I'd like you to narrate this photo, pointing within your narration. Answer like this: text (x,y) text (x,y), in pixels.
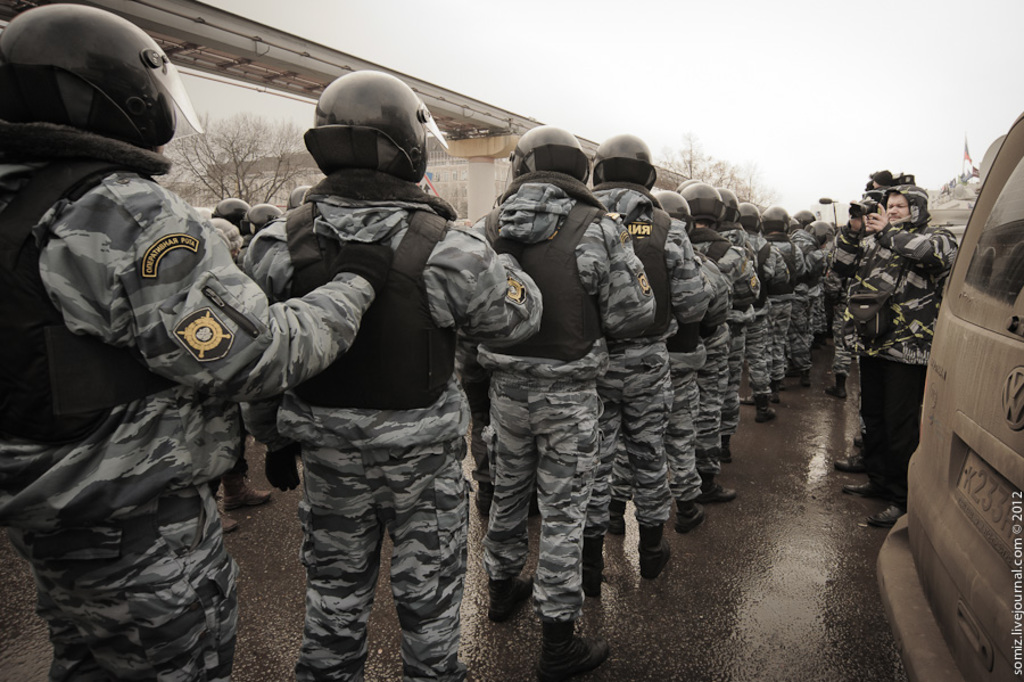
This image is taken outdoors. At the top of the image (696,92) there is the sky (774,130). At the bottom of the image (695,631) there is a road (791,538). In the background (469,156) there is a bridge (481,129) with pillars (481,156). There is a building (437,179) and there are a few trees (239,166). On the right side of the image (1001,391) a car (962,402) is parked on the road (866,613) and there is a flag (964,156). A few men (926,247) are standing and holding cameras (865,203) in their hands (882,217). In the middle of the image (369,322) many people (317,323) are standing on the road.
